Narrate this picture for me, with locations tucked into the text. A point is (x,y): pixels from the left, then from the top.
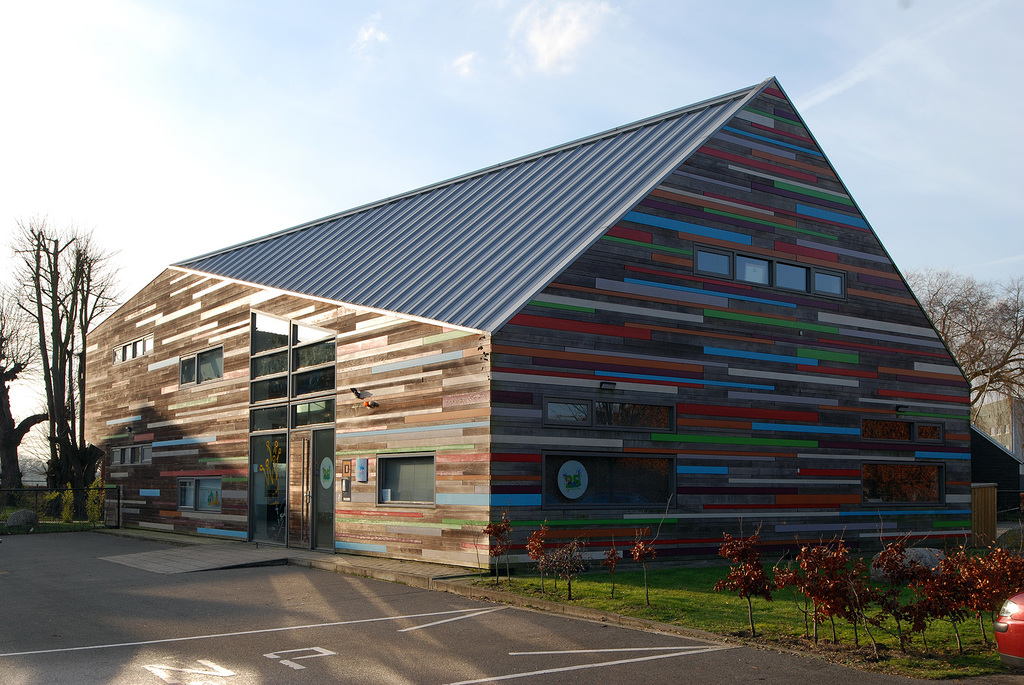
In the center of the image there is a house (712,538). There are plants (823,561). At the bottom of the image (342,623) there is road (200,596). There are trees (70,470).
